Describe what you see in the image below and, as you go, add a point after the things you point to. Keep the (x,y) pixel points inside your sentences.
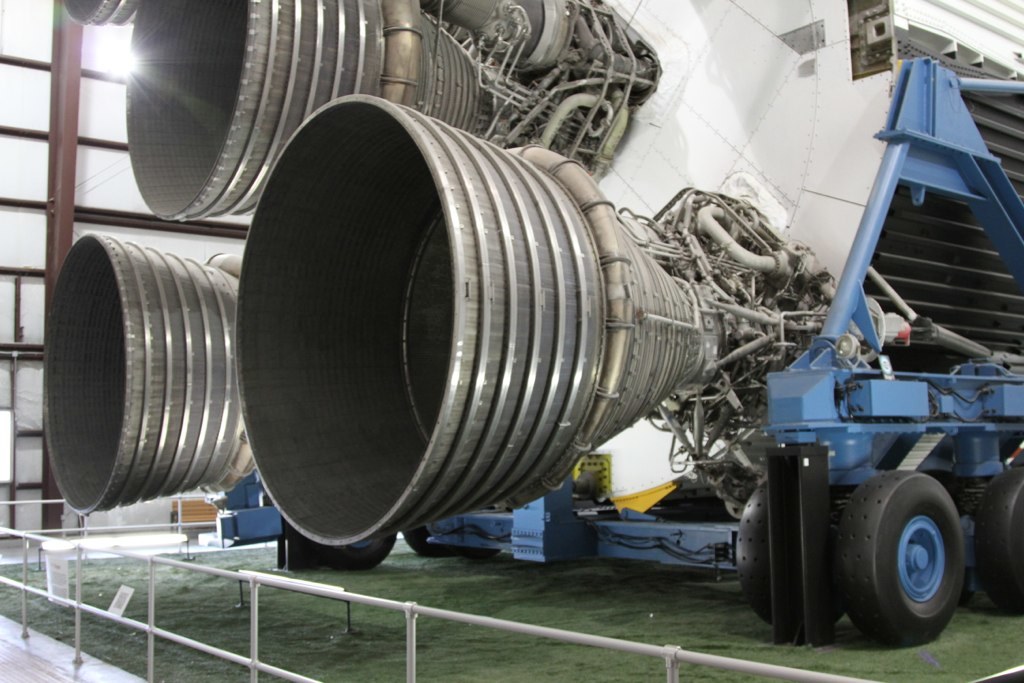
In a compound (961,666) there is a vehicle (815,404). It has wheels (929,528). This is fence (130,618). Grass (471,669) is in green color.
